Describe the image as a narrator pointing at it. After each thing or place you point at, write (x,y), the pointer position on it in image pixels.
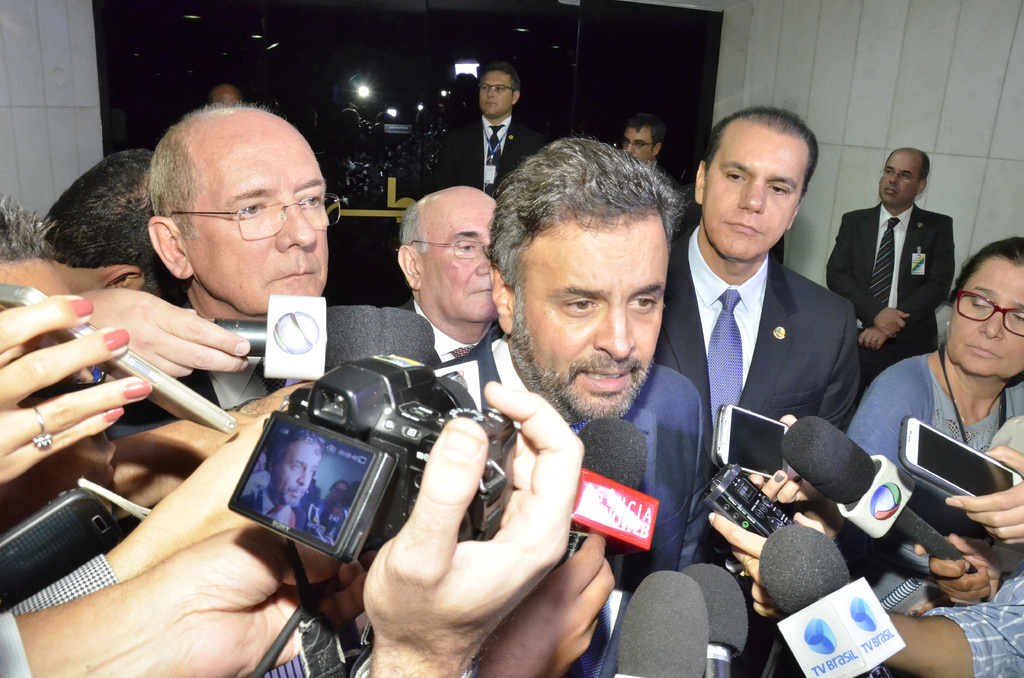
In this image I can see there are the group of persons (706,380) standing and I can see there are the persons (141,456) holding a mike (847,514) and a person (427,495) holding a camera (308,505) back side i can see a light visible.
